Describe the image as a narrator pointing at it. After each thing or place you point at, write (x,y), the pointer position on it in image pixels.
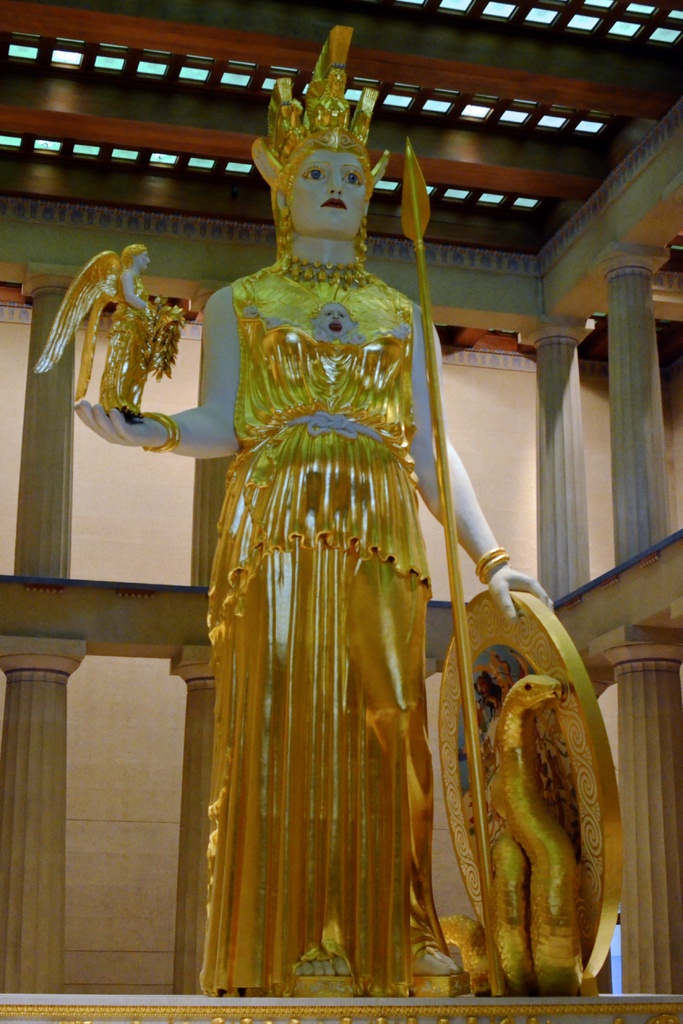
In this image I can see the inside view of the building (156,545). Inside the building (434,254) I can see the statue (235,445) of the person (291,421) wearing the gold color dress (284,420) and the crown (282,122). To the side I can see the gold color snake (519,896) and the weapon (481,864).
